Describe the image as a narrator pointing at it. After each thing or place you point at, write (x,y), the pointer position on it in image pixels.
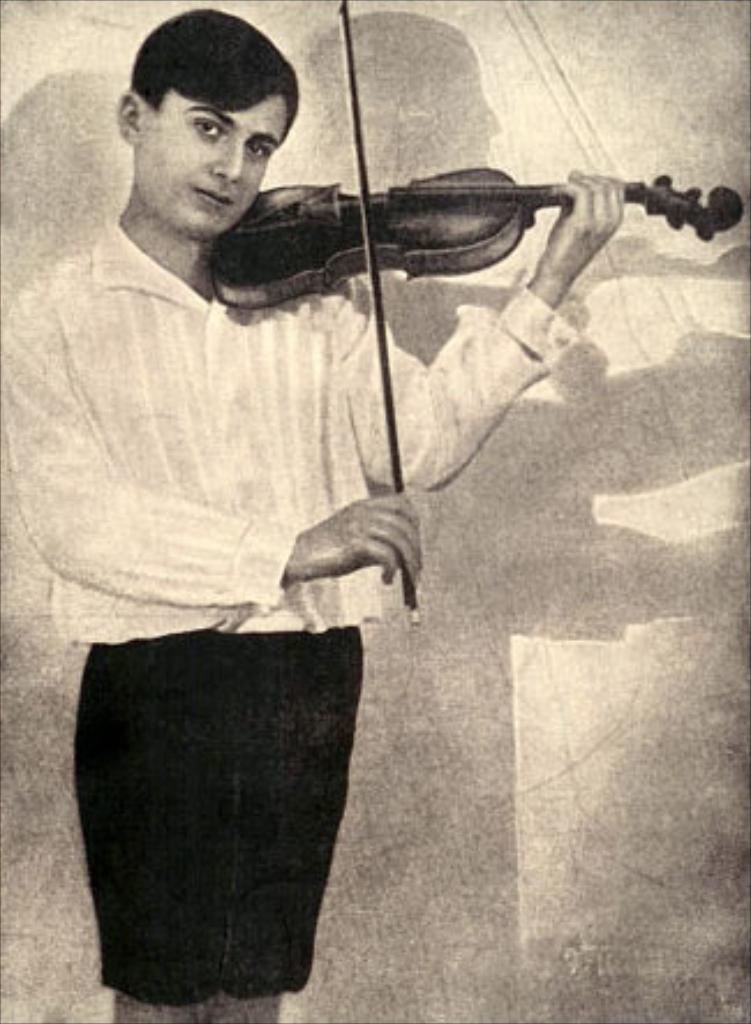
He is standing. He is playing a violin (229,272). We can see in background (505,626) white color wall (512,163) and shadow (527,458).
